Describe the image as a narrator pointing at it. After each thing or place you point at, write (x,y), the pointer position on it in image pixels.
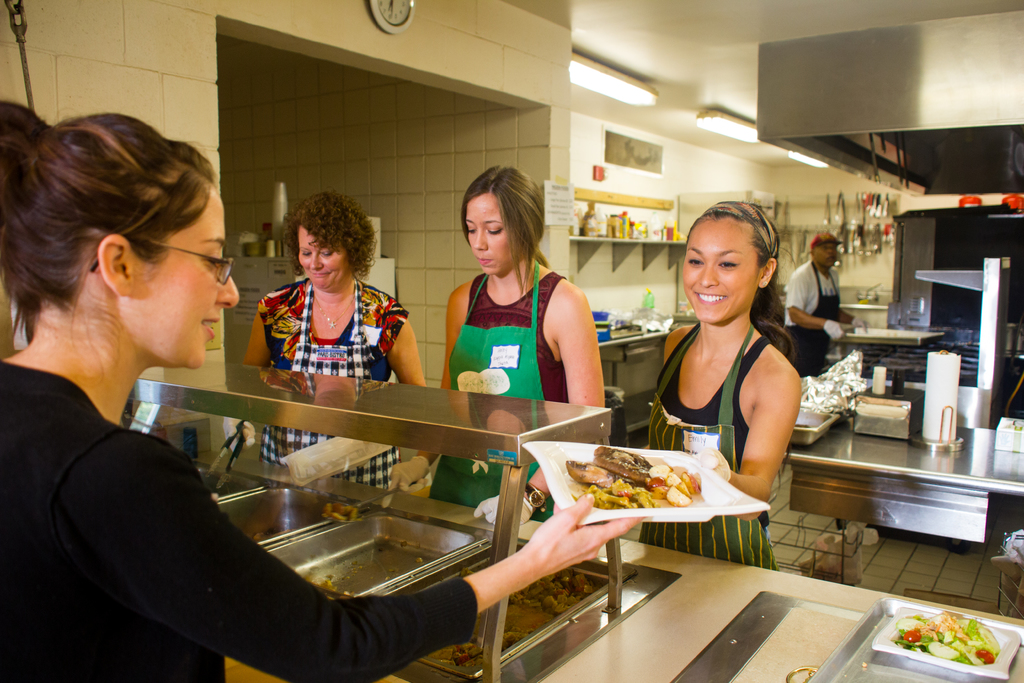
This picture is clicked inside. On the left (157,283) there is a person (182,483) wearing black color dress (187,586), holding a platter (619,482) of food (619,482) and standing on the ground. In the center (400,445) we can see a platform (842,608) containing food items (990,654) and there are three women (452,331) wearing aprons (521,369) and standing on the ground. On the right (928,492) we can see a table (916,496) on the top of which some items (928,413) are placed and there is a person (822,299) standing on the ground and holding a tray (892,339). In the background (701,58) we can see the roof (703,71), lights (711,122), cabinet (653,241) containing boxes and many other objects (619,321) and we can see a clock (409,10) hanging on the wall (455,34).
